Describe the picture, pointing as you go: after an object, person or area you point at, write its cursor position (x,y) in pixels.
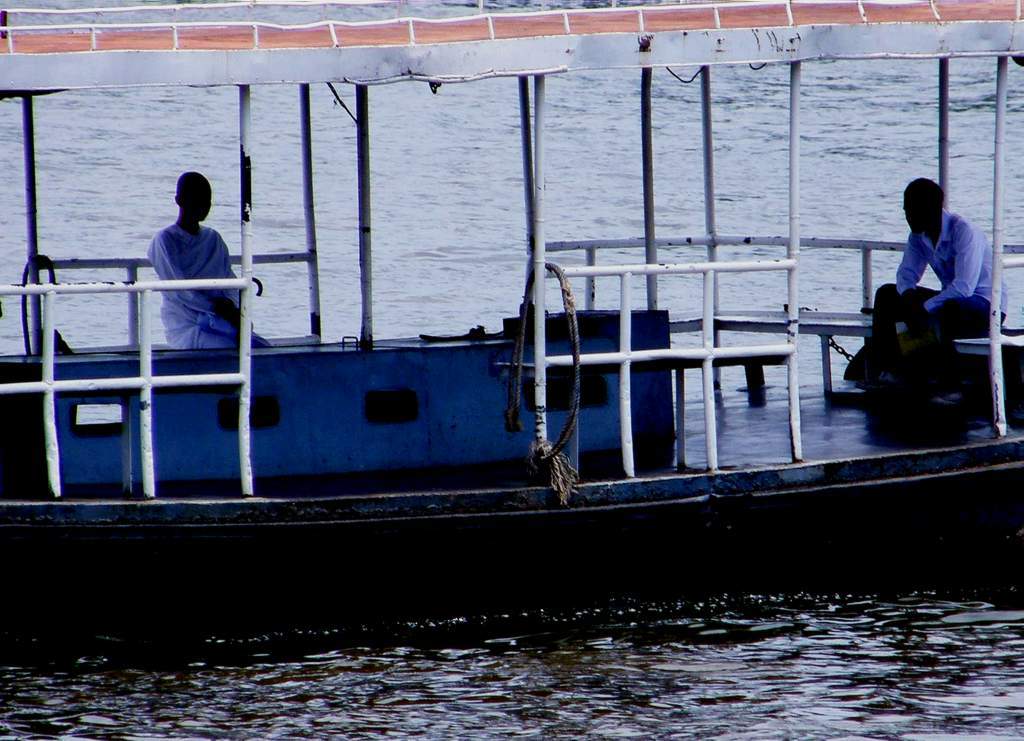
In this image there are two people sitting on boat (955,490) and sailing on the water (843,341).
